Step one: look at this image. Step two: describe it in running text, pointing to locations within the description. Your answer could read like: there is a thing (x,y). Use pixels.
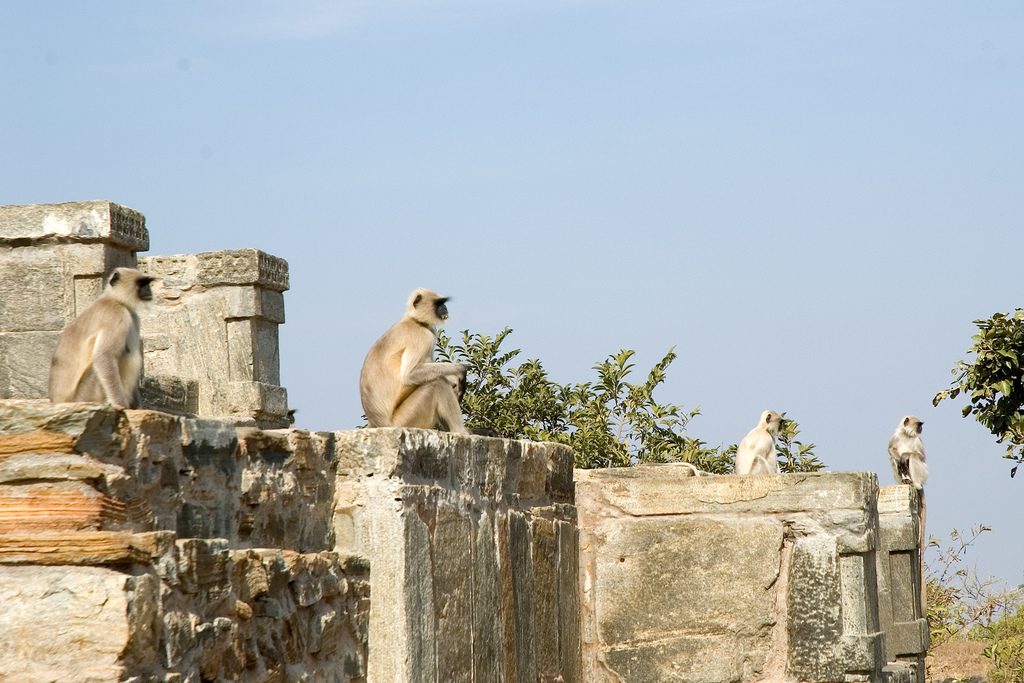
In this image, we can see monkeys (96,358) on the rock (404,437) and in the background (1008,669), there are trees (1001,652). At the top (421,91), there is sky (350,109).
